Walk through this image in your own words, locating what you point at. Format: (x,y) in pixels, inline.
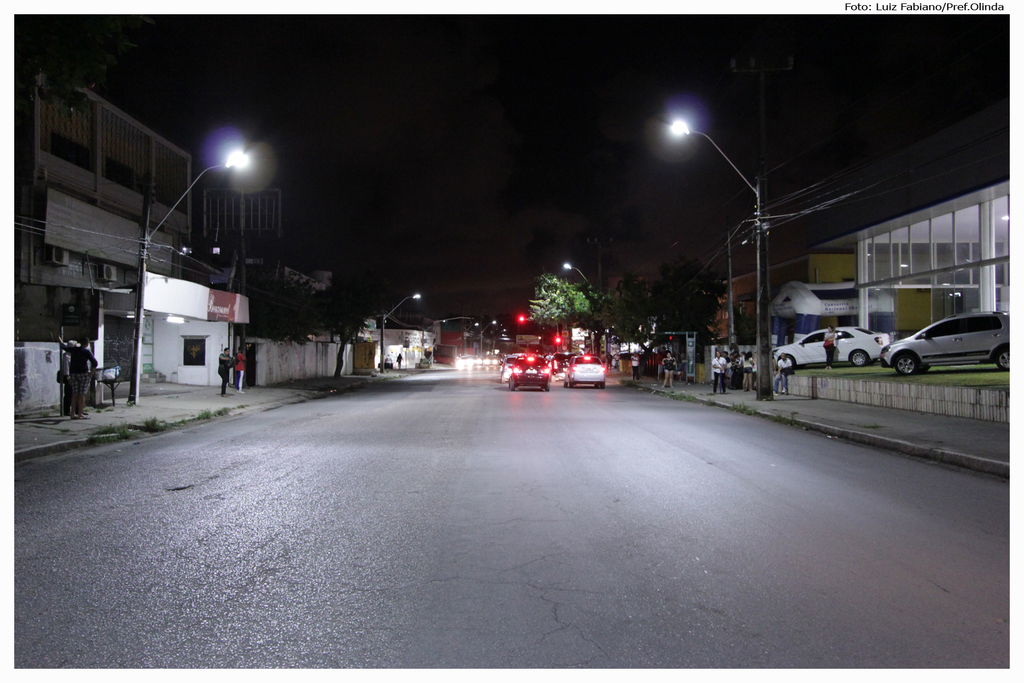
In this picture we can observe a road (397,459). There are some cars (547,375) on the road (497,372). On the right side (838,359) we can observe two cars (932,341) parked. On either sides of the road (376,561) we can observe street light poles (719,150) and buildings (220,287). In the background (525,134) it is dark.
